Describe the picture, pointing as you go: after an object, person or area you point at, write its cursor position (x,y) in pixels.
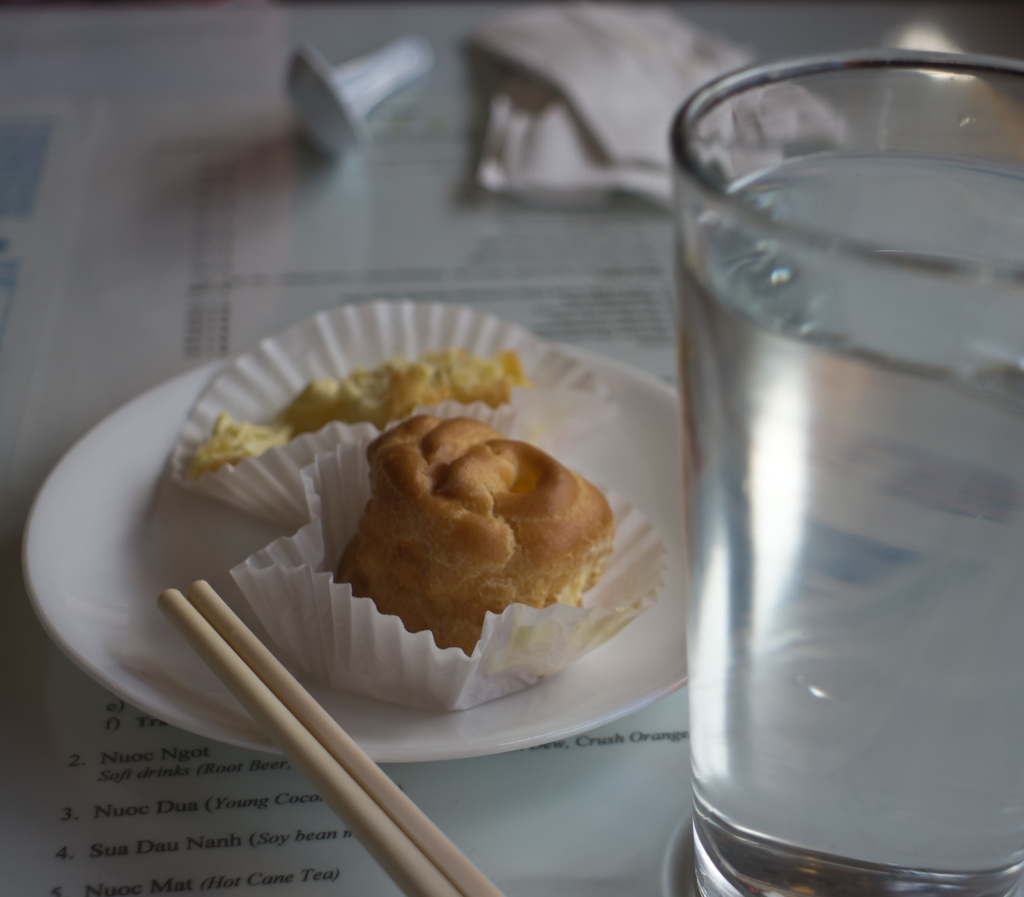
In this picture, we can see some objects (319,775) on a surface (445,164) like food items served in a plate (301,672), sticks (332,774), glass (1008,871) with water (763,590) in it, we can see some blurred objects (372,91) in the top side of the picture (668,83).
